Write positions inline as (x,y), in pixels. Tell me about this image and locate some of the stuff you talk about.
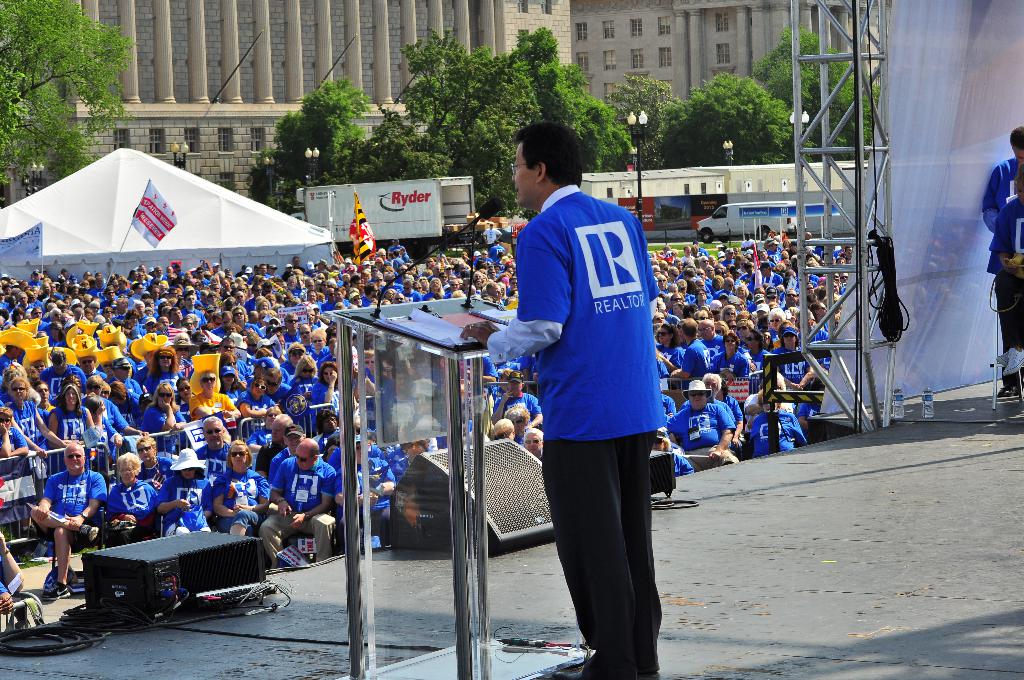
In the middle of this image (523,261), there is a person (552,224) in a blue color t-shirt (608,420), standing in front of a stand (398,306), on which there are documents (460,321) and two mics (497,201). This person (602,410) is standing on a stage (920,485), on which there is a speaker (515,447) and other devices (662,459) arranged. In the background (1015,224), there is a person (995,224) standing near a banner (922,261), there are persons (776,285) sitting, there are vehicles (337,189), trees (515,95), poles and buildings (348,22).
